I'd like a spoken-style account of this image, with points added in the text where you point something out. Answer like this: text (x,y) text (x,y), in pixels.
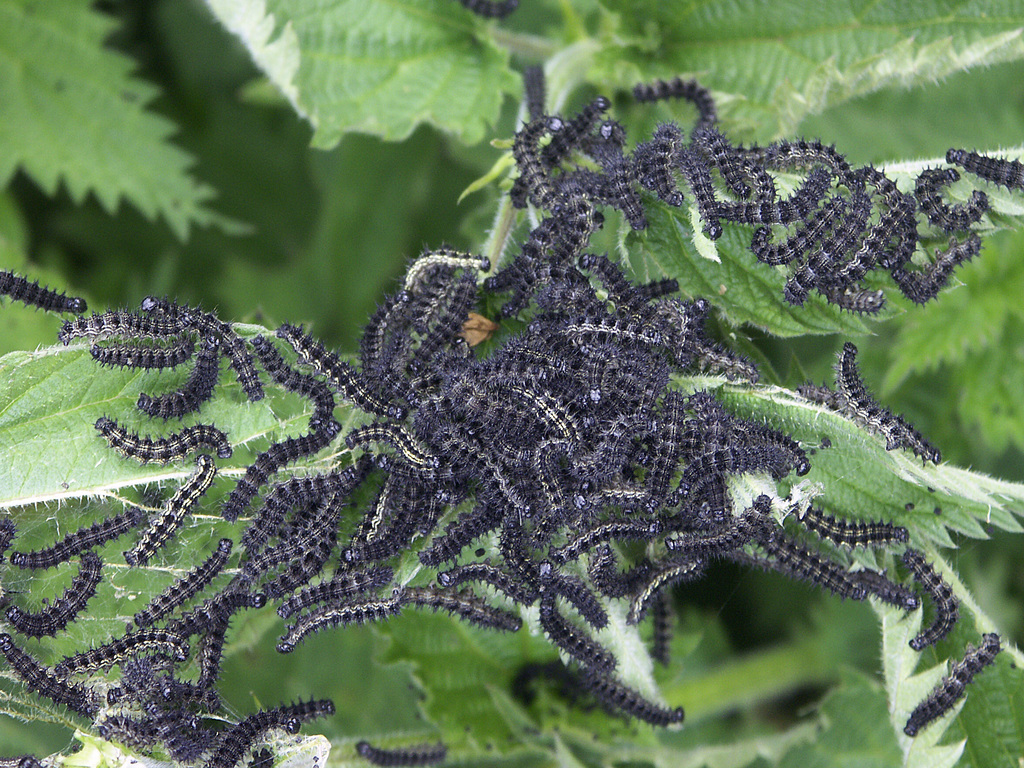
In this image I can see group of insects (165,356) visible on the leaves (193,361).
